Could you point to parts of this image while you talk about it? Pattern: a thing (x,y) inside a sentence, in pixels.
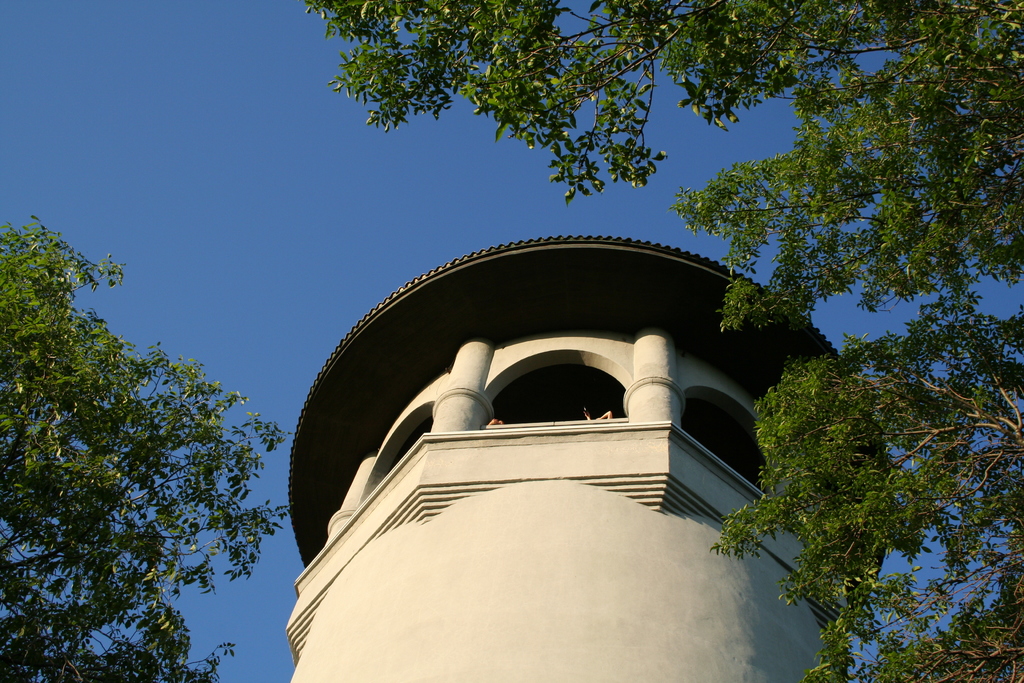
In this image I can see a building (509,461), few trees (954,638) and sky (247,196) in background (263,192).
